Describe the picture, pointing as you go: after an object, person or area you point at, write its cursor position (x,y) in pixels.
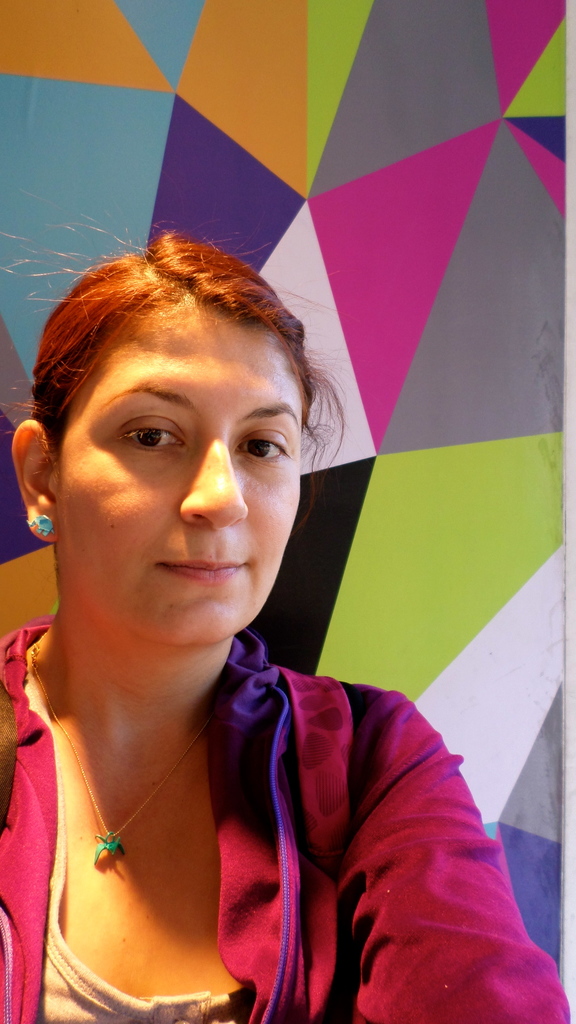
In this picture we can see a woman (12,698) smiling and in the background (190,118) we can see wall (509,458).
